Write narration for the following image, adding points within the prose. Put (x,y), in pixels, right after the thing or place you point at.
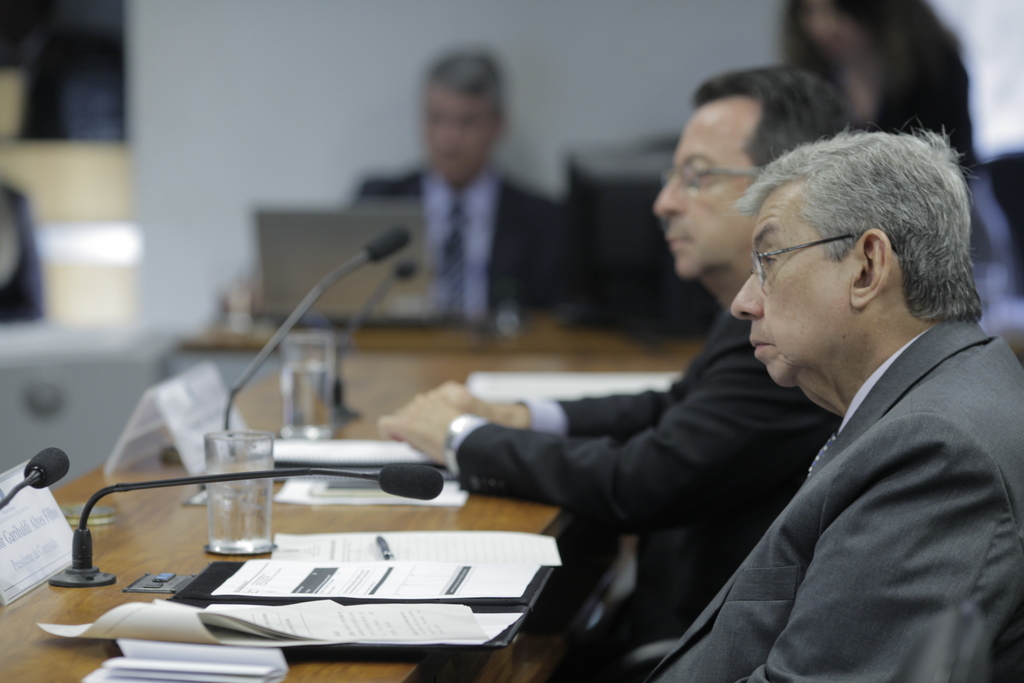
In this picture we can see some are sitting and in front of the table (143,552).
